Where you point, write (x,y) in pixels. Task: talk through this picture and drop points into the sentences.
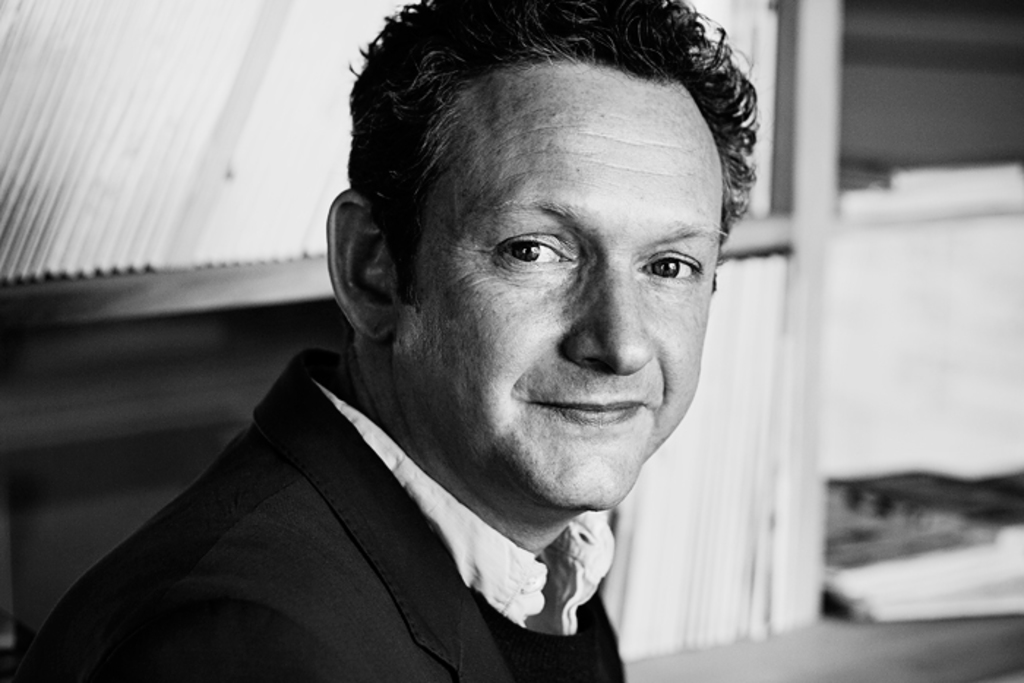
In this image I can see the black and white picture in which I can see a person (481,378) wearing white shirt (480,528) and black blazer (316,541) is smiling and I can see the blurry background (924,147).
